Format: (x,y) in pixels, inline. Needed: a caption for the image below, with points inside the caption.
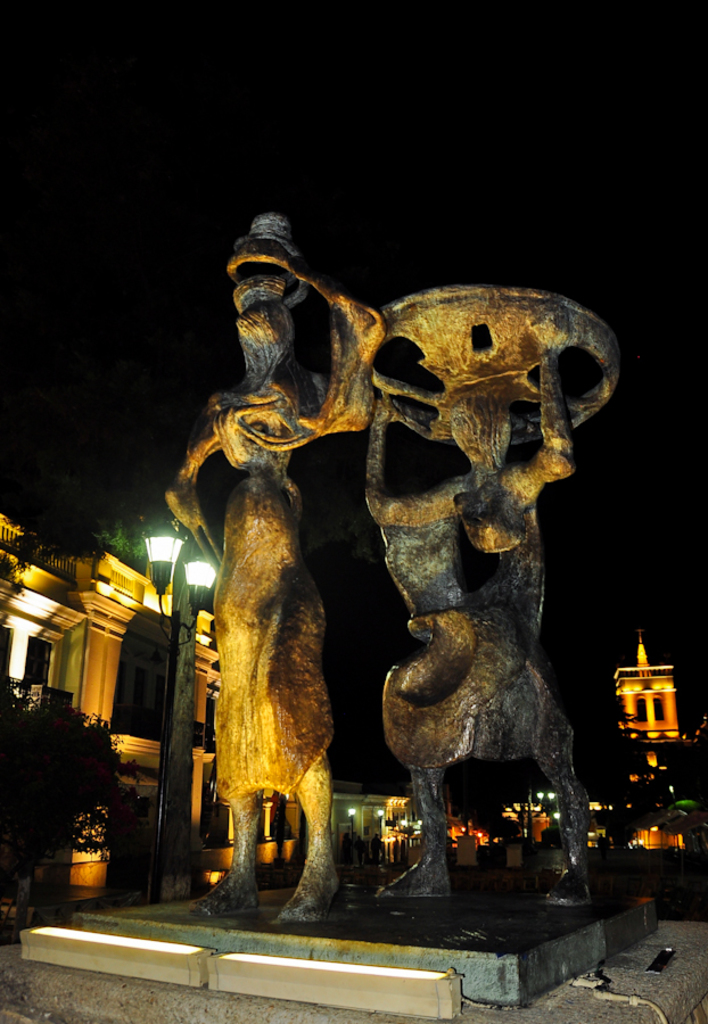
This is clicked at night time, there are two statues (462,719) in the middle (249,595) and in the background (690,831) there are buildings (389,826) with many lights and trees (105,737) in front of it.
